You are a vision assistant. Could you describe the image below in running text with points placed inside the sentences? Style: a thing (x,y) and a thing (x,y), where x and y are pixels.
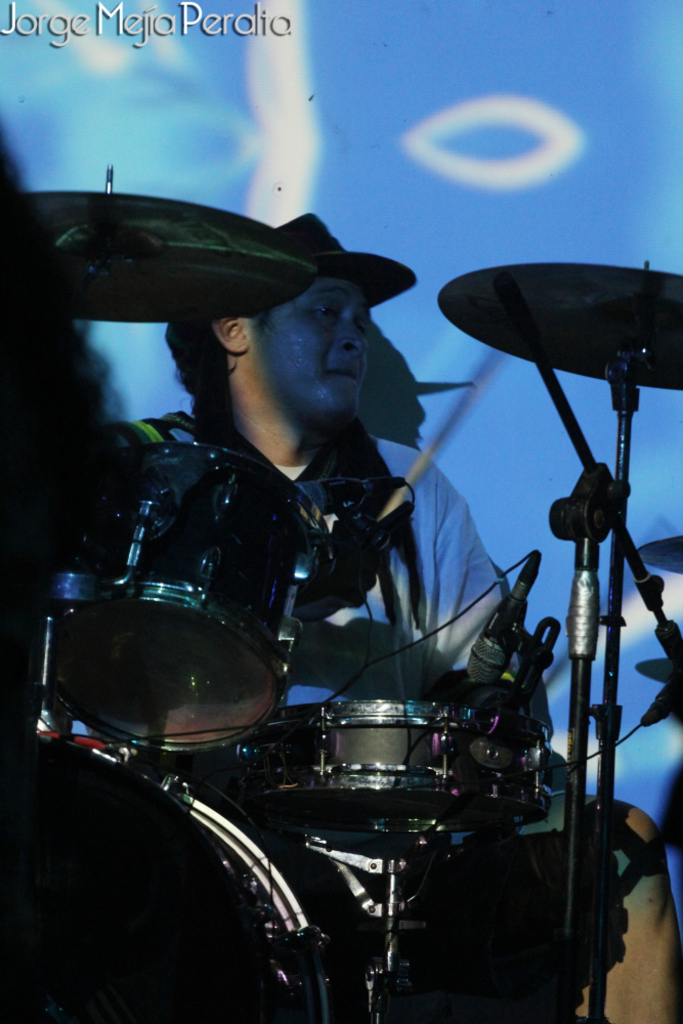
At the bottom of the image (446,708) there are some drums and there is a microphone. Behind the drums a person (309,330) is sitting. Behind him there is a banner (447,7).
